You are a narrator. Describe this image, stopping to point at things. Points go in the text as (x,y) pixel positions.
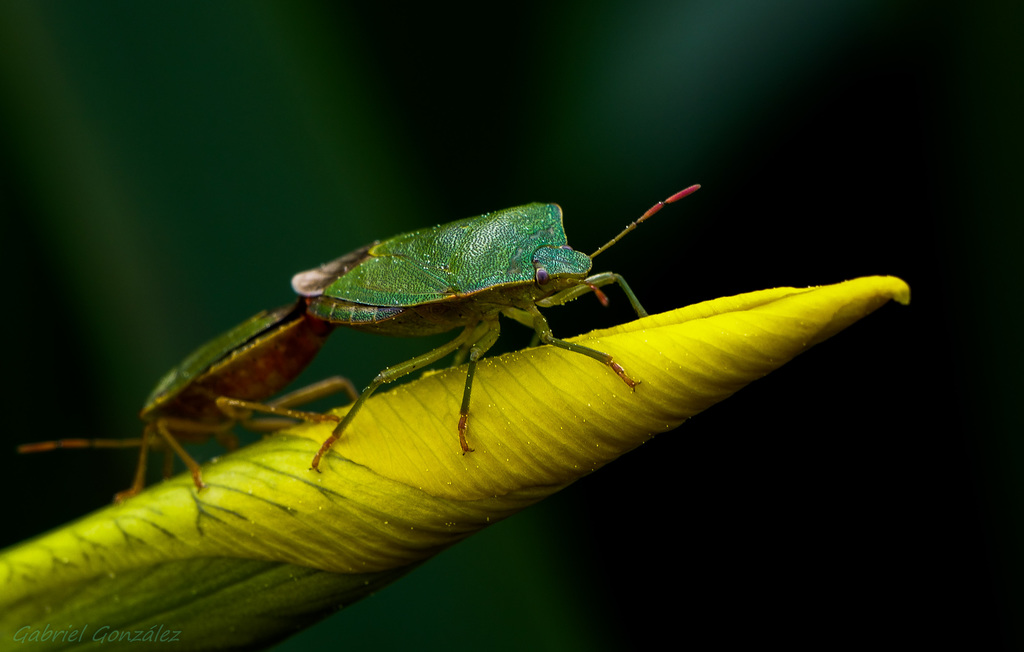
In this image I see a plant (385,464) on which there are two insects (264,364) which are of green in color and I see the watermark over here and I see that it is a bit dark in the background (682,517).
